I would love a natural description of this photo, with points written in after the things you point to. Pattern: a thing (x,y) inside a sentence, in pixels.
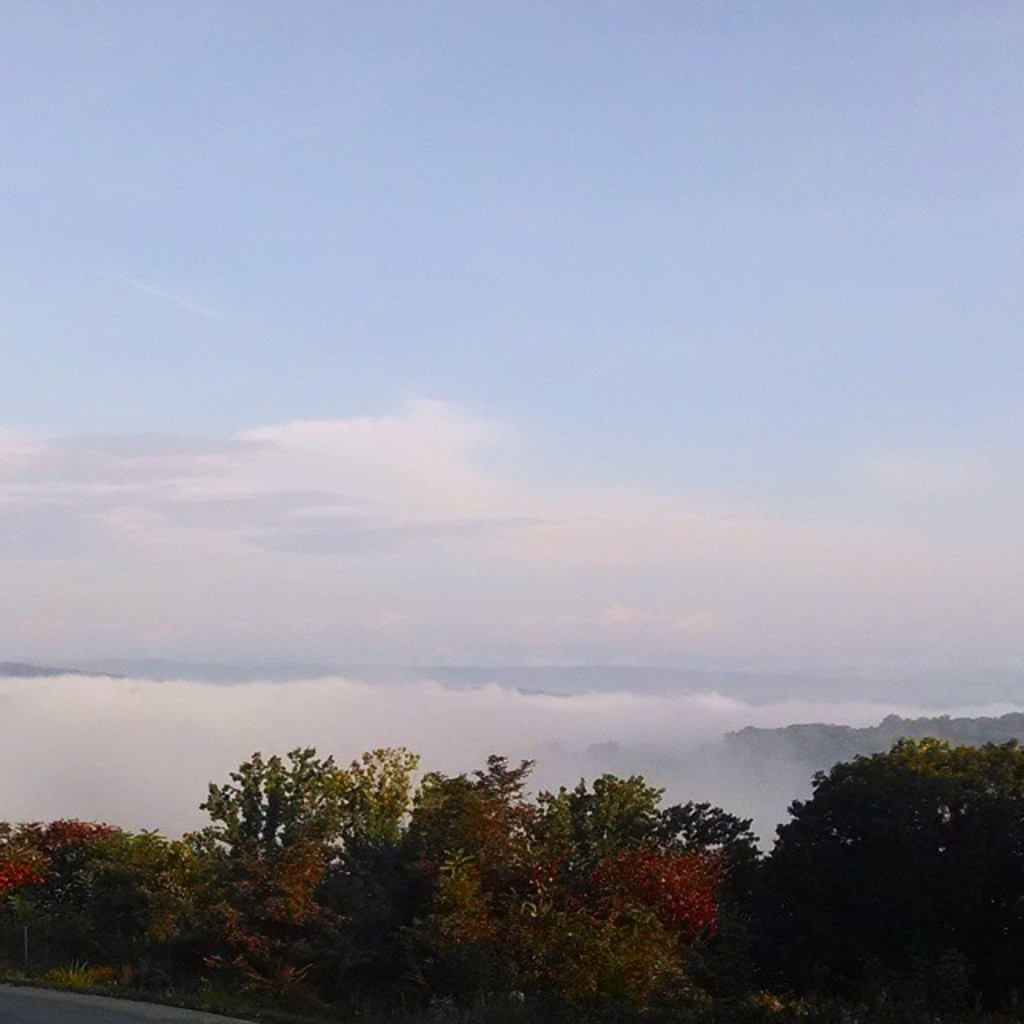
In this image we can see fog (70,713), here are the trees (410,929), at above the sky (500,483) is cloudy.
